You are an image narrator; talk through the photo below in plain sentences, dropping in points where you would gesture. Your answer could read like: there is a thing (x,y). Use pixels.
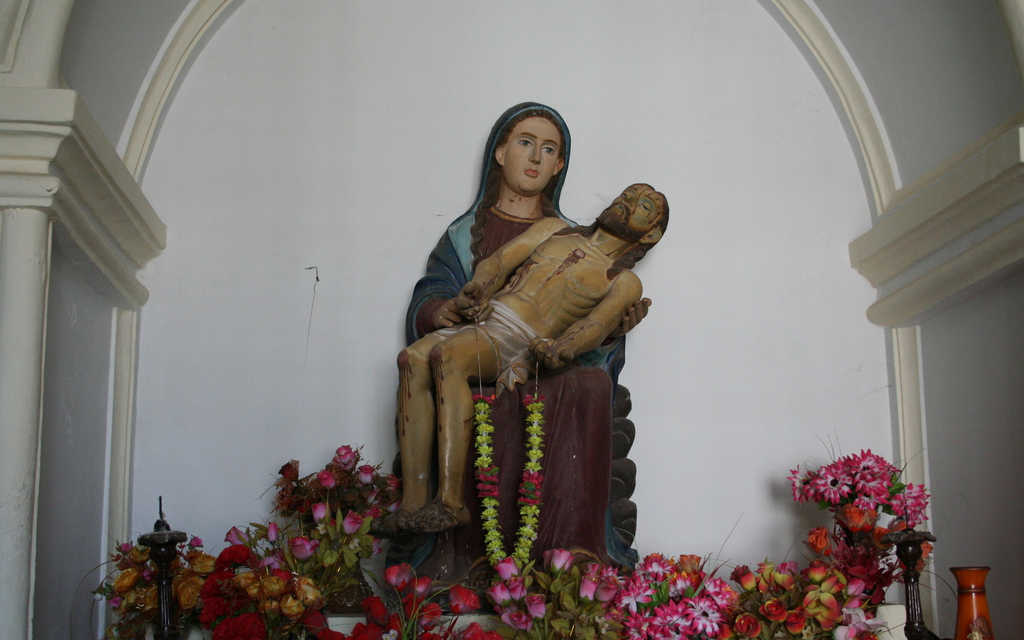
In this image we can see a statue (520,341) of a woman (575,457) holding a man (544,280) and man (579,259) holding a garland (482,418), there are few flowers (584,592) and flower vases (970,572) in front of the statue (562,461), there is a pillar (40,391) on the left side (22,450) and wall (358,161) in the background (327,166).
